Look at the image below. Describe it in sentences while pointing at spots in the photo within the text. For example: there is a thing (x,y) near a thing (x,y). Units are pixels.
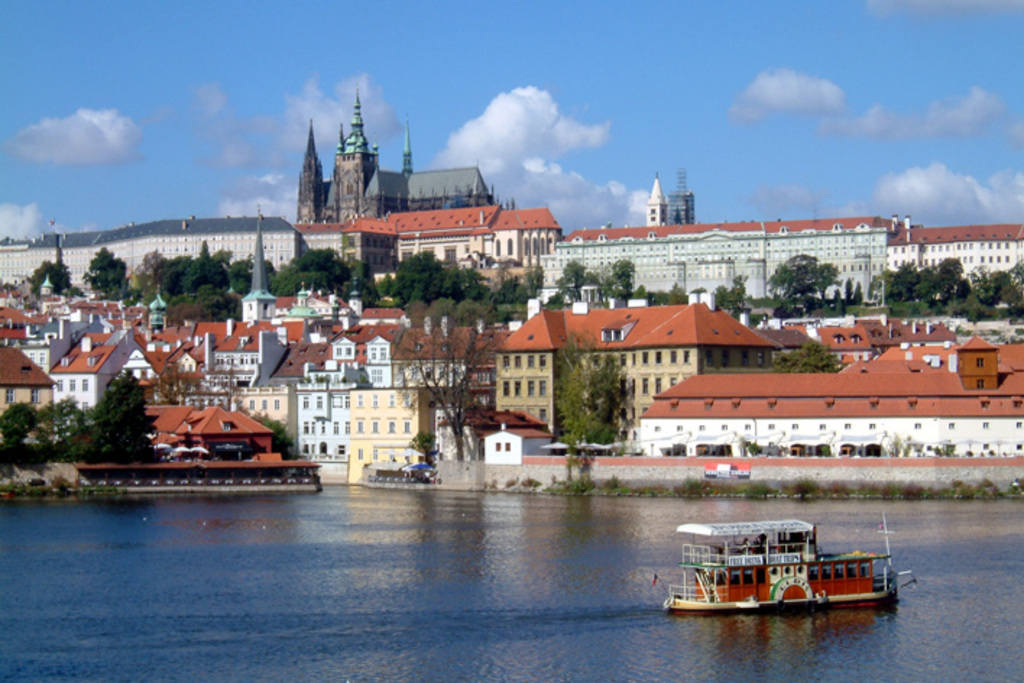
In this picture we can see a boat (754,607) on water (785,617) and in the background (190,454) we can see buildings (206,465), trees (124,448), sky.
